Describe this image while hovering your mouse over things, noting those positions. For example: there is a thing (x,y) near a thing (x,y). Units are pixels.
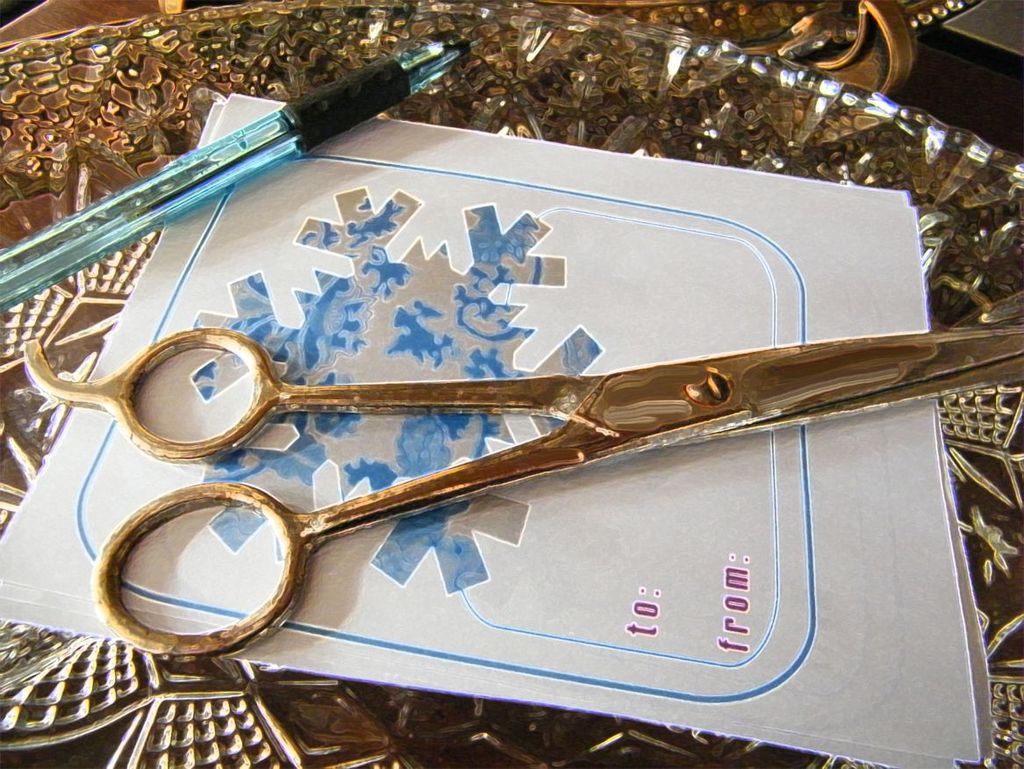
In this image we can see a pen (308,148), scissor (496,473) and a card (747,664) in the plate (199,663).
